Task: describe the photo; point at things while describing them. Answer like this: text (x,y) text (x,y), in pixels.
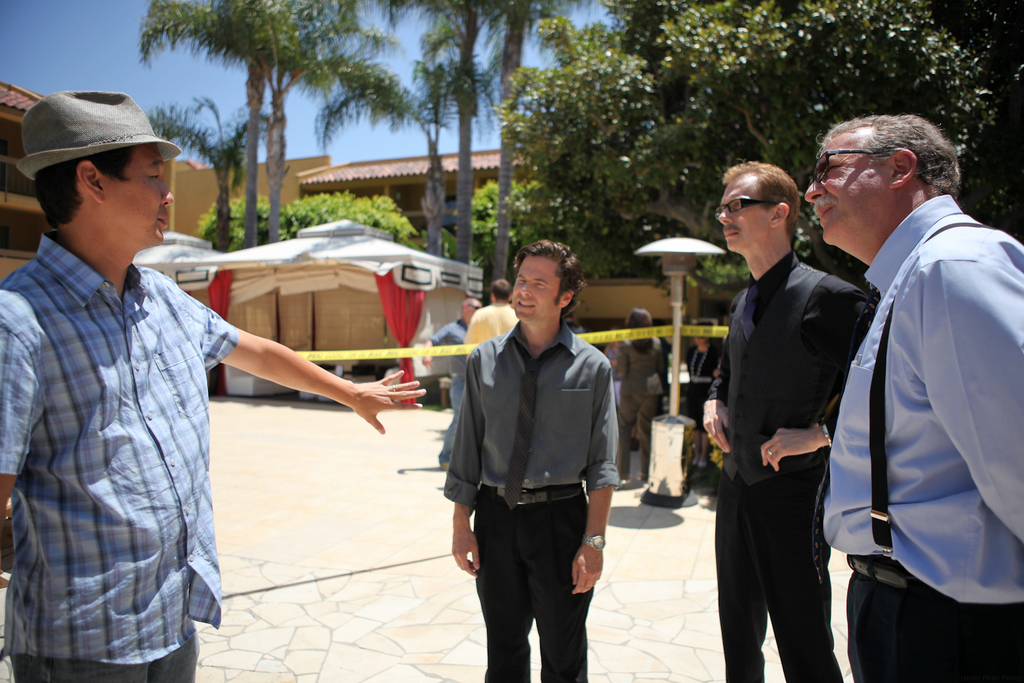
This is an outside view. On the right side (796,350) there are three men (744,386) standing and looking at the man (112,252) who is standing on the left side (63,393). It seems like he is speaking. In the background (306,167) there are few buildings (349,168) and trees (697,128) and also I can see few people (659,376) standing on the ground (628,551). At the top of the image (71,57) I can see the sky (82,42).
